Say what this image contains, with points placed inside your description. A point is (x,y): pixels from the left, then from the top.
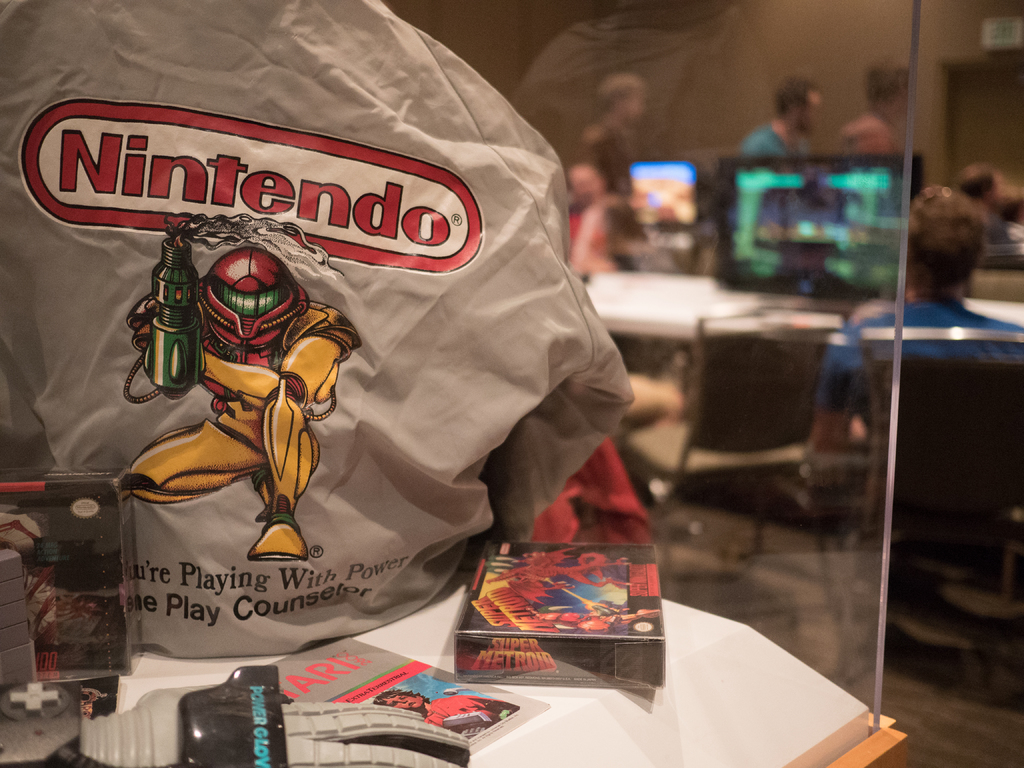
In this picture I can see there is a table (219,662), I can see there are few objects (292,664) and there is a shirt (234,325), there is an image (260,237) and something written on it. There are a few people (927,250) sitting at the right side (916,291) and there are computers (886,265) placed on the table (1009,318).
